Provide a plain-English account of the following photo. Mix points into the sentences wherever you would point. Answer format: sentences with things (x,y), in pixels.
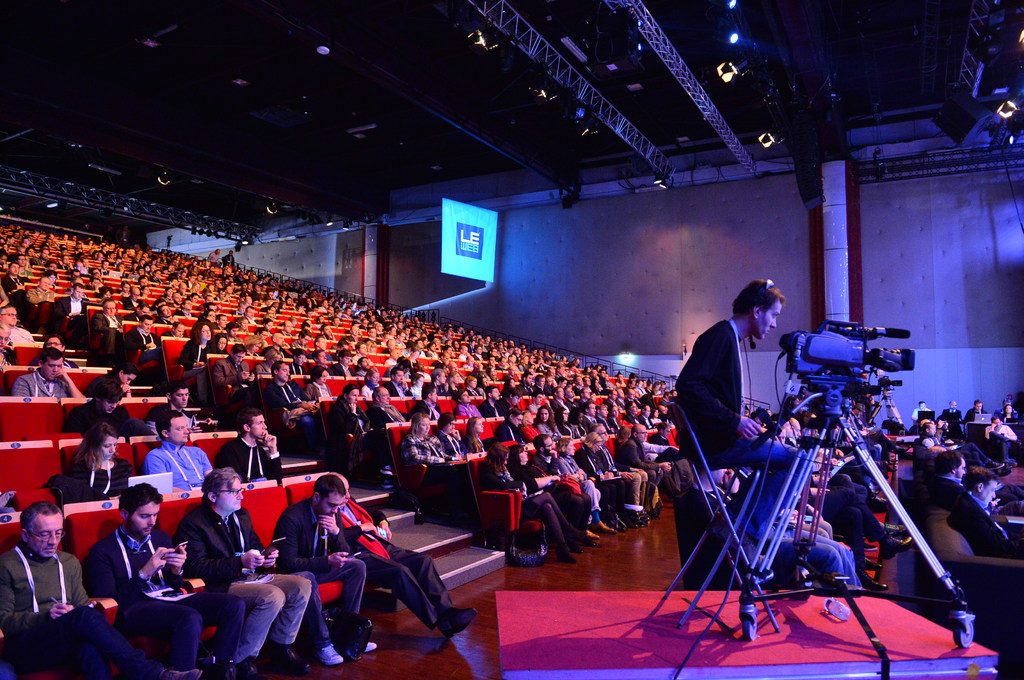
In this picture there is a man (756,524) on the right side of the image (760,311), it seems to be there is a video recorder (818,356) in front of him and there are people (323,367) those who are sitting in the image and there are lamps (331,225) on the roof (338,195) at the top side of the image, it seems to be there is a screen (467,209) in the center of the image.
